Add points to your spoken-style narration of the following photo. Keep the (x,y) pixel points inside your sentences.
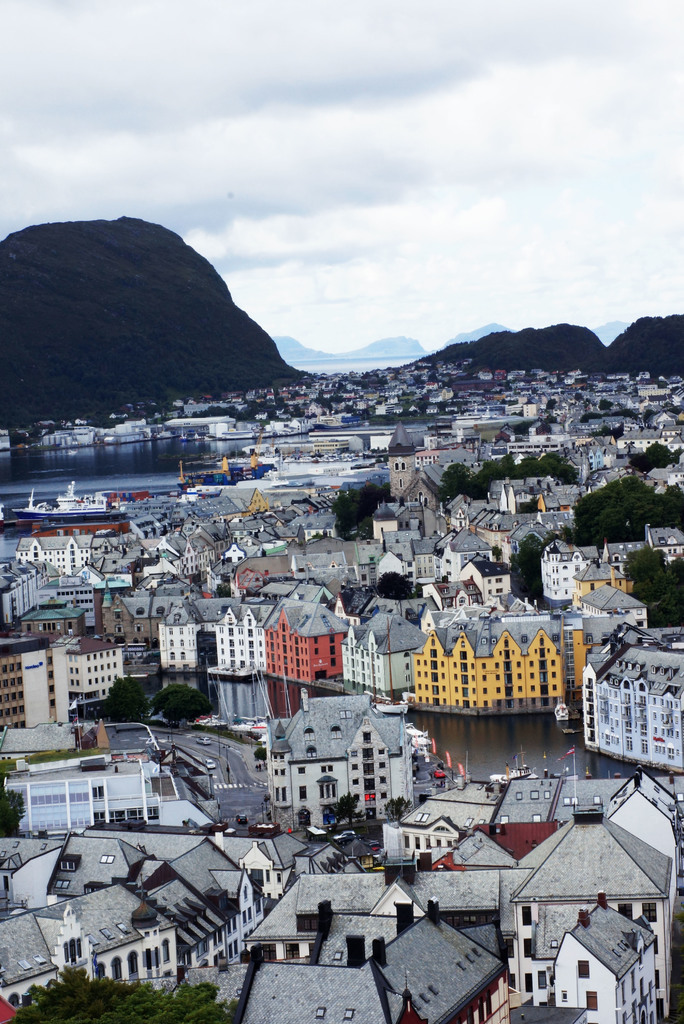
This is an aerial view and here we can see buildings (317,487), trees (355,525), boats (234,459), hills (151,340) and there is water (455,739). At the top (291,124), there are clouds (304,176) in the sky (241,145).
